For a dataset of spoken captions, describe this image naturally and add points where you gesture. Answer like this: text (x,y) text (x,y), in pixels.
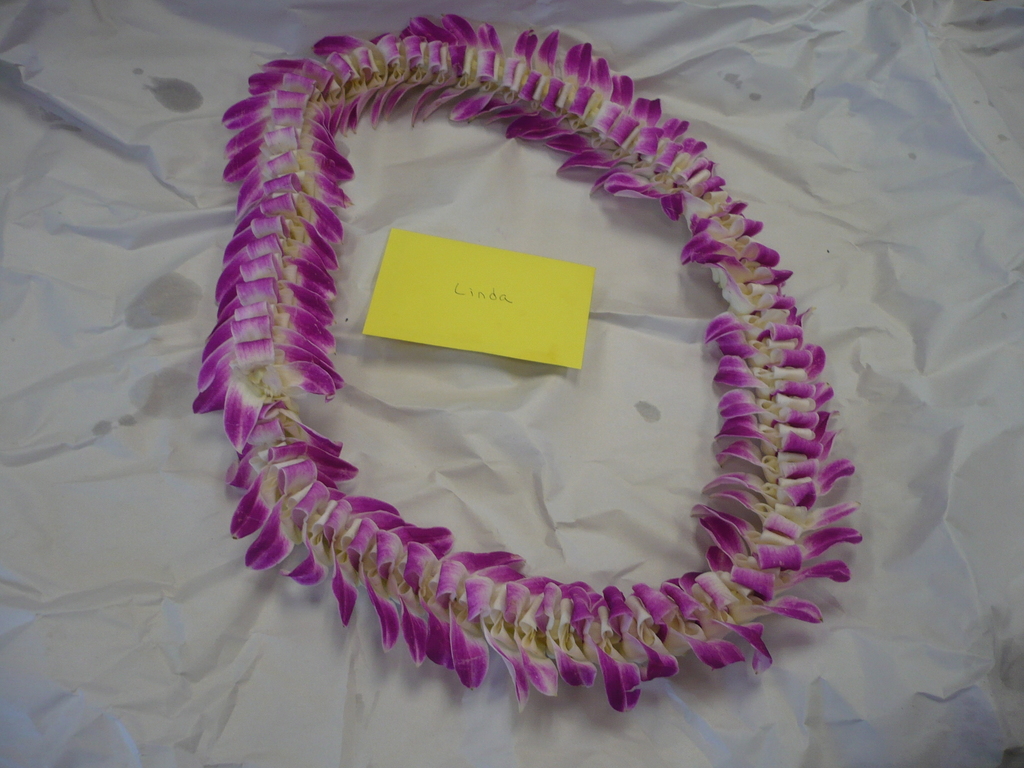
In this image, we can see a flowers garland (582,609) and sticky note (570,312) on a paper (462,437).
